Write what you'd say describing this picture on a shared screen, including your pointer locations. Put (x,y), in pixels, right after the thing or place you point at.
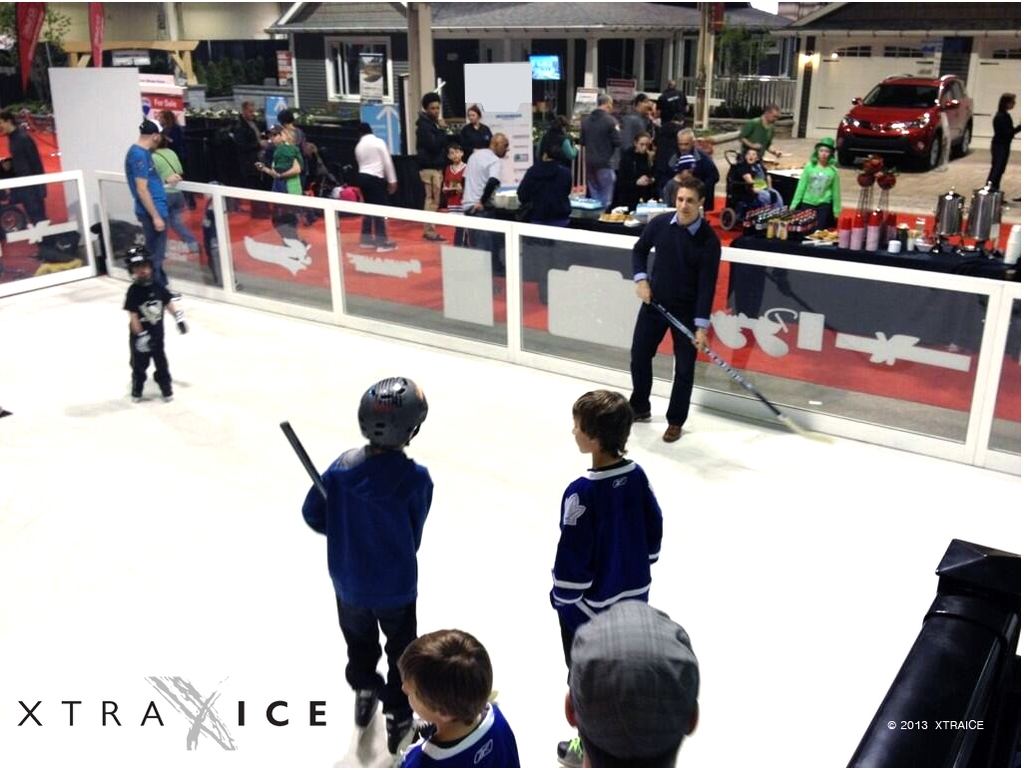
In this image we can see the people (348,491) holding the hockey sticks (769,399) and standing on the floor (245,457). We can also see the barrier (21,250) and behind the barrier (438,260) we can see the people (481,156), a table (901,250) with some objects (989,209), banners (501,128) with the text (523,165). We can also see the red carpet (437,278), houses (488,2), trees (745,47) and also a car (910,93) parked on the path (961,174). At the bottom (239,715) we can see the text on the left (198,717) and on the right (932,720).
